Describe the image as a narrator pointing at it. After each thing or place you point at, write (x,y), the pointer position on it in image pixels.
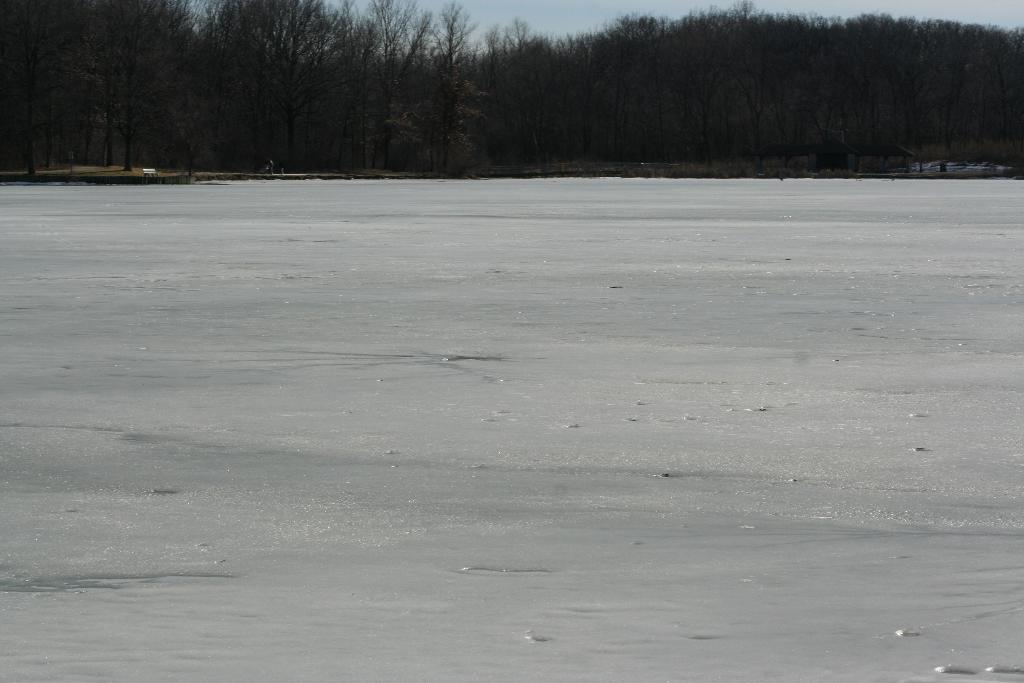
This image consists of snow (750,377). At the bottom (538,530), there is water (348,536). In the background (283,92), there are trees (465,74). At the top (586,22), there is sky (488,10).
